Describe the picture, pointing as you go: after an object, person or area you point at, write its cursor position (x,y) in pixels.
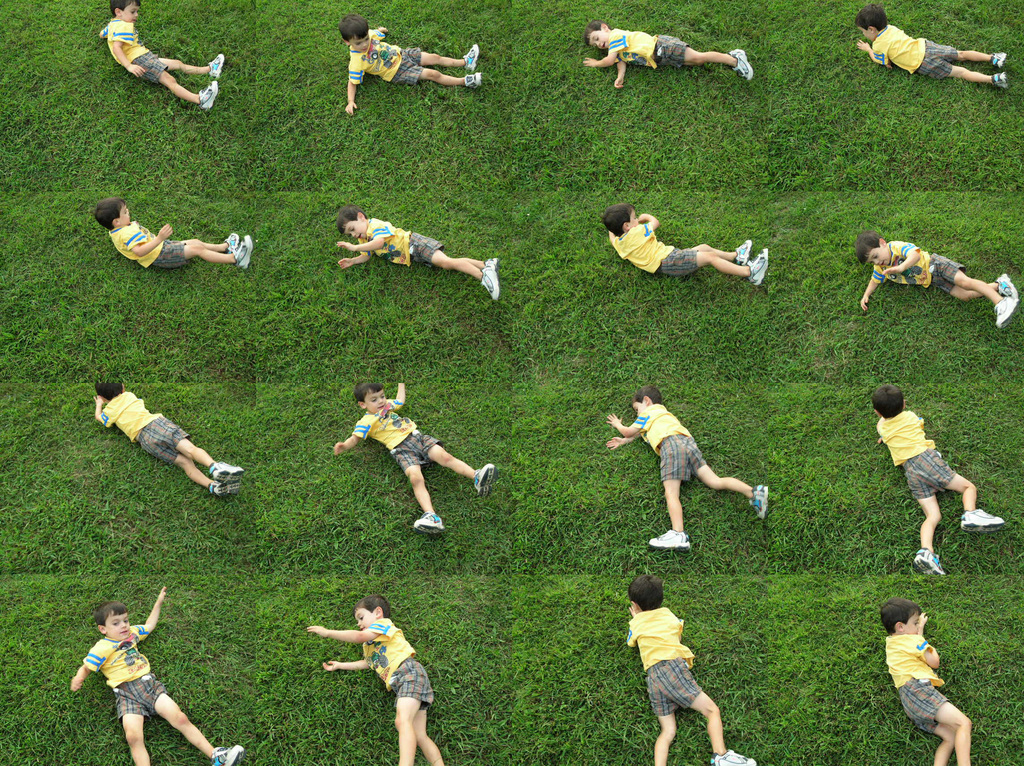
It is a collage picture. In the image a boy (130,688) is doing something on the grass (481,62).
